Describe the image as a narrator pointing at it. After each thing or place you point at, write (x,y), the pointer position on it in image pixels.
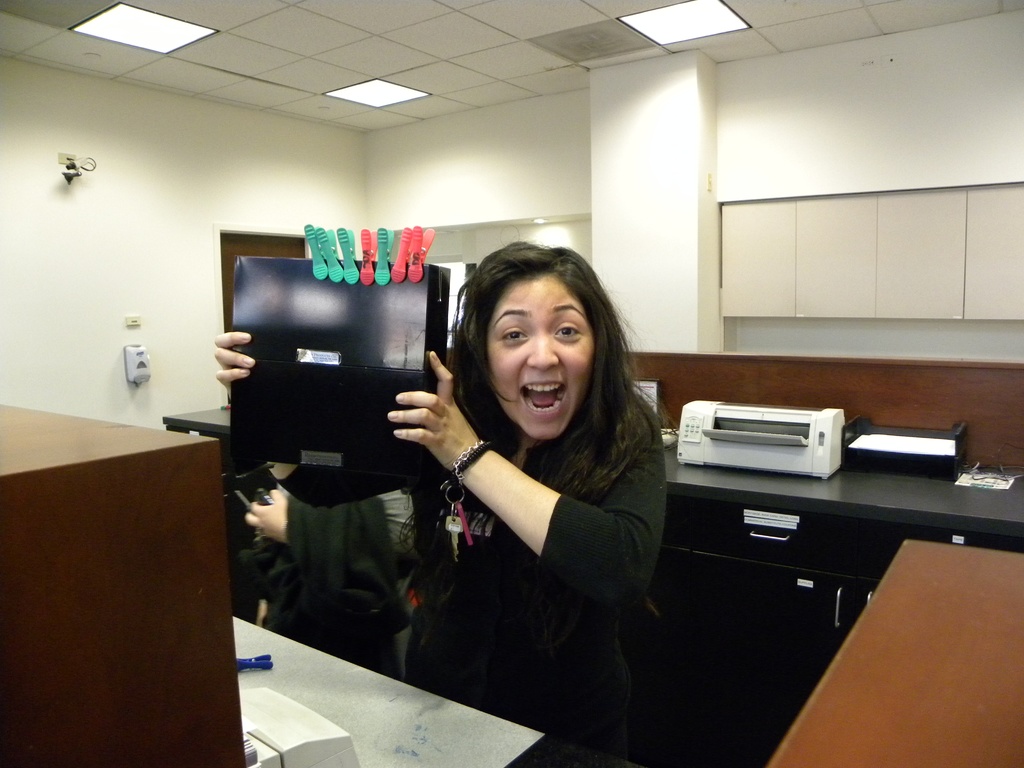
Here we can see a woman (466,469) holding a box (374,406) in her hand (410,436) with clips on it and behind her we can see a printer (829,414).
